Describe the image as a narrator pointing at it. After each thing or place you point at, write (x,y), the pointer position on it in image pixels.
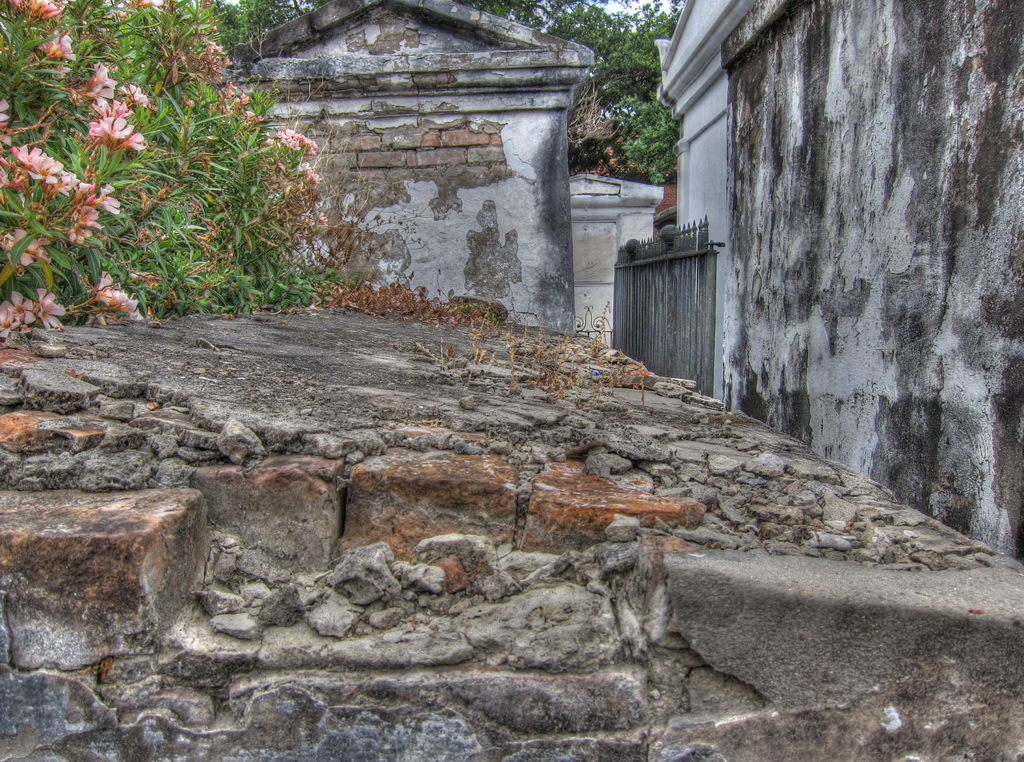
In the image there is stone wall (518,329) in the front (446,378) with flower plants (108,219) left side of it and in the back (883,284) there are buildings (618,204) on either side with a gate (680,295) in the middle (648,272) followed by trees (613,58) in the background (574,16).
